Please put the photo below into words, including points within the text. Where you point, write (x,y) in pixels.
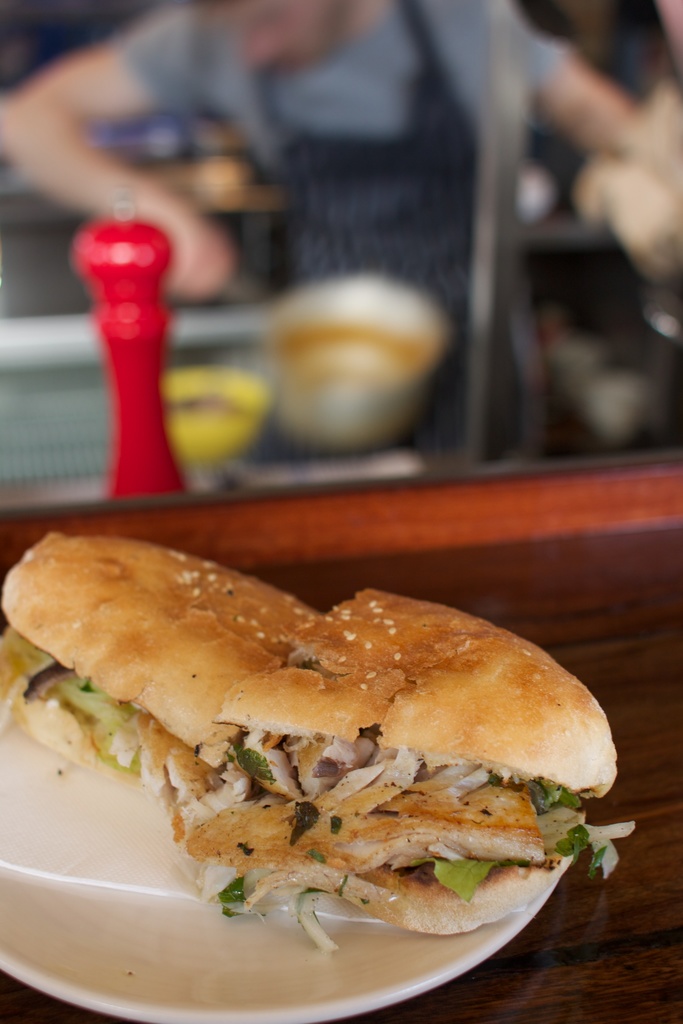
In this image there is a burger (252,685) placed on a plate (58,776), which is on the table (278,530), behind the table (359,494) there is a glass (644,379) through which we can see there is a person (311,254) holding a pan (284,316) and doing something with it and there are few objects (127,445) which are blurred.
